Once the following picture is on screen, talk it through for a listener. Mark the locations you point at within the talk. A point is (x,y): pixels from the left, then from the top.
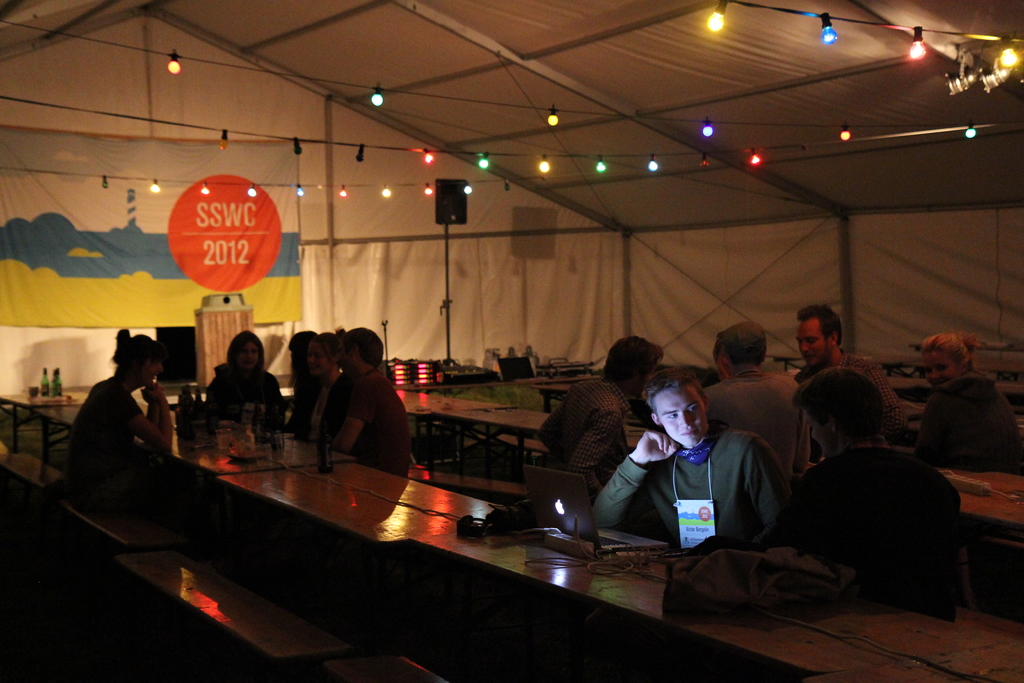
In the image we can see some tables (504,428), on the tables (471,422) there some bottles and glasses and laptops (543,486) and there are some electronic devices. Surrounding the table (254,489) few people (1000,430) are sitting. Top of the image (836,46) there is roof (449,72) and lights (822,38). Top left side of the image (132,53) there is a tent (55,97) and banner (7,258).
